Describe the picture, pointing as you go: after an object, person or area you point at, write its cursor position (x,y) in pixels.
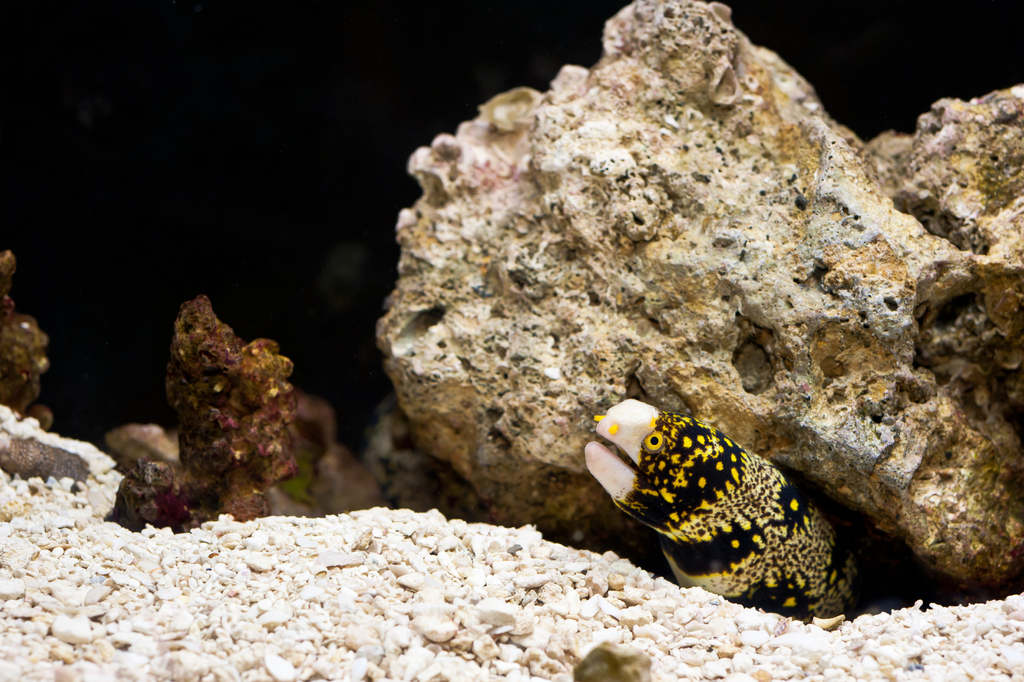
In this image there is one animal (651,508) is at bottom of this image (692,482) and there are stones (462,417) as we can see in middle of this image (456,369) and bottom of this image (253,589) as well.
